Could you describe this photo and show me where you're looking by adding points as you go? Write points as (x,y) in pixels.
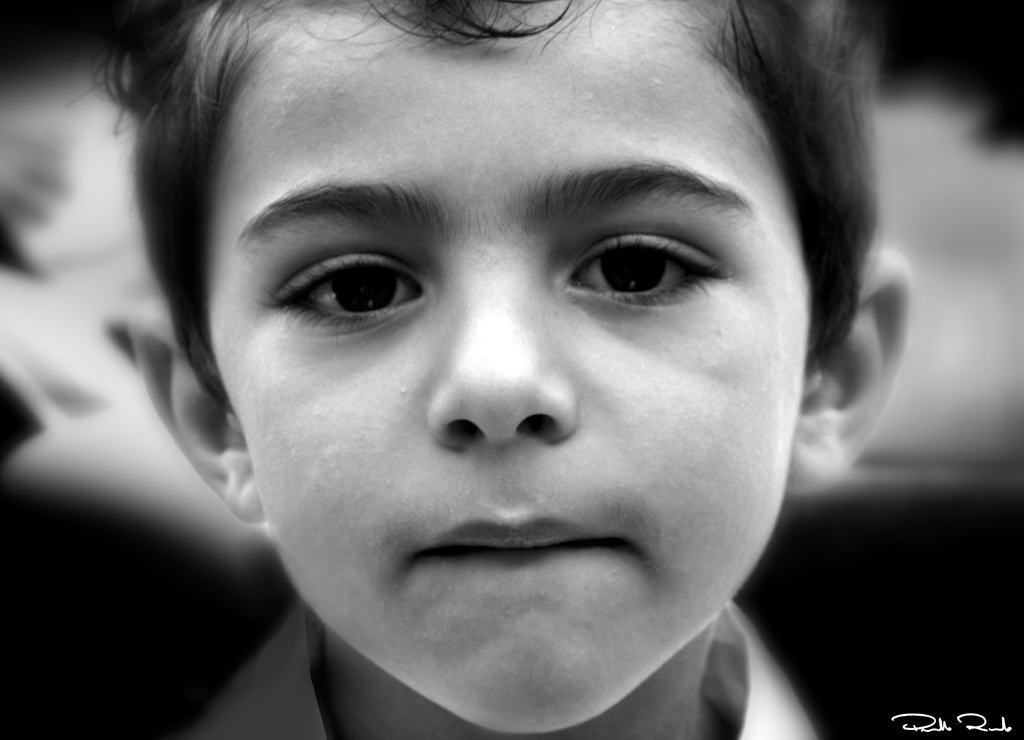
This picture shows a boy (665,319) and we see a watermark (909,728) at the bottom right corner (992,716).
